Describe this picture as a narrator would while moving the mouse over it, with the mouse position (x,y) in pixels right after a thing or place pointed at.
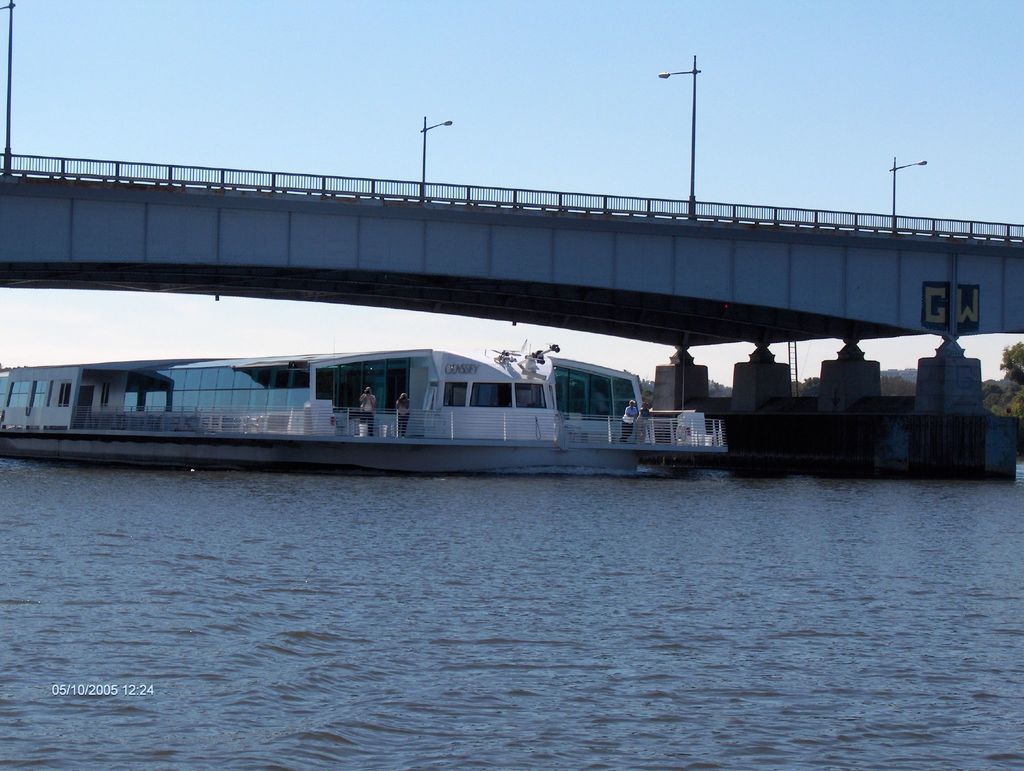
Here we can see water (731,571), ship (169,385), pillars (703,372), bridge (712,265) and light poles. To this bridge (587,206) there is a railing (533,206). People (631,406) are standing on this ship (426,423). Far there are trees (1023,413). Background (489,110) we can see the sky (531,60).
